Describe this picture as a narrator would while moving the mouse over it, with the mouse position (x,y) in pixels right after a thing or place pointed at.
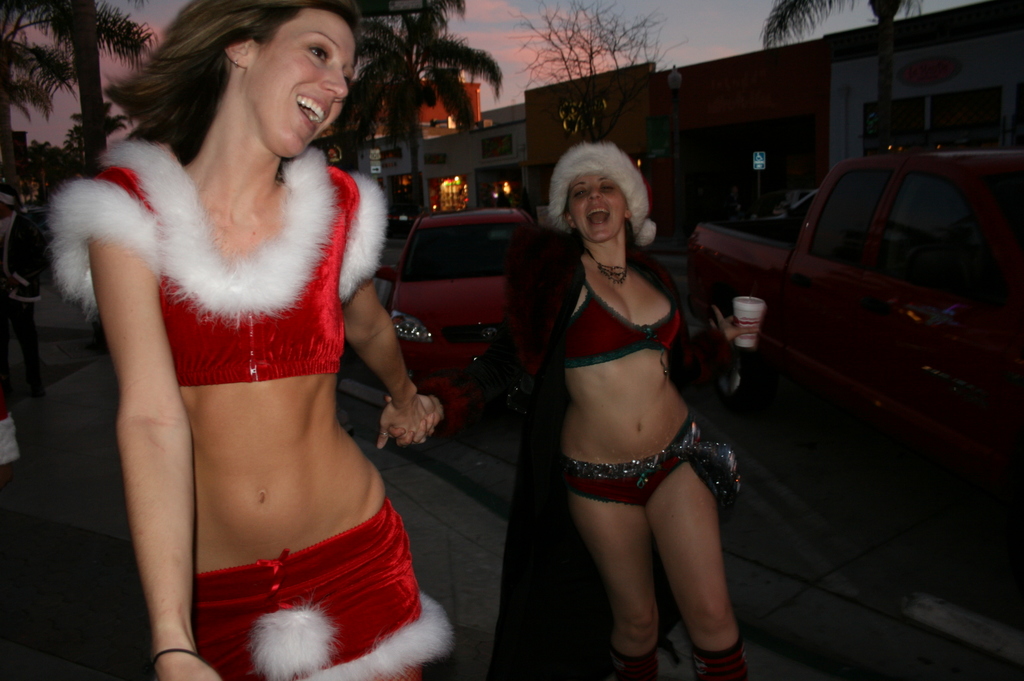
In this picture I can see two persons (589,395) standing and smiling, there are vehicles (1010,397) on the road (709,415), there are buildings (701,209), and in the background (11,178) there are trees (424,87) and the sky (517,87).
